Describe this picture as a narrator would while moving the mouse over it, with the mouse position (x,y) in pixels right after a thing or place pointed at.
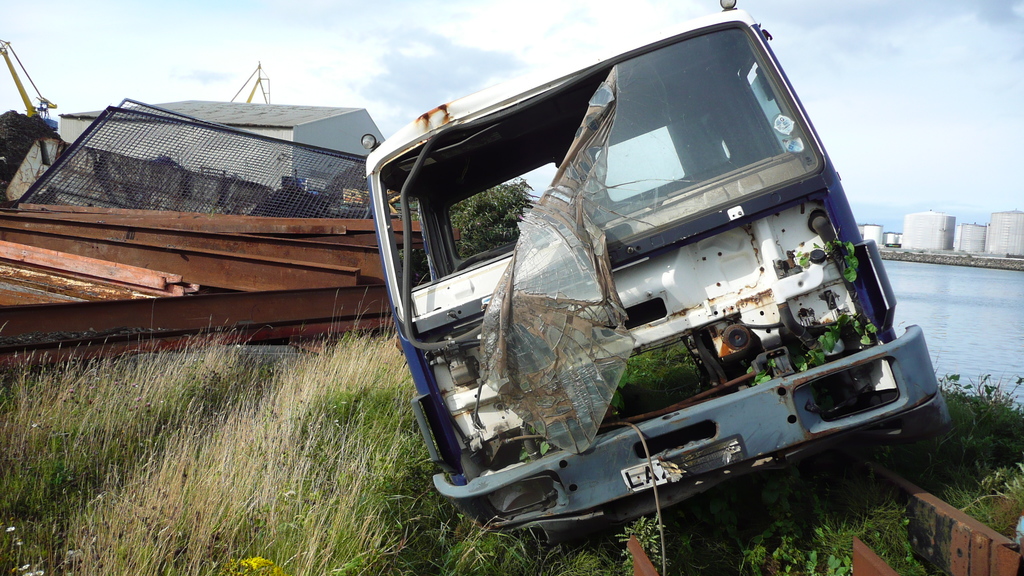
In this picture we can see a crashed vehicle (510,378), grass (412,435) and some objects (351,292) on the ground (298,385) and in the background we can see buildings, trees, water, sky (1007,17).
